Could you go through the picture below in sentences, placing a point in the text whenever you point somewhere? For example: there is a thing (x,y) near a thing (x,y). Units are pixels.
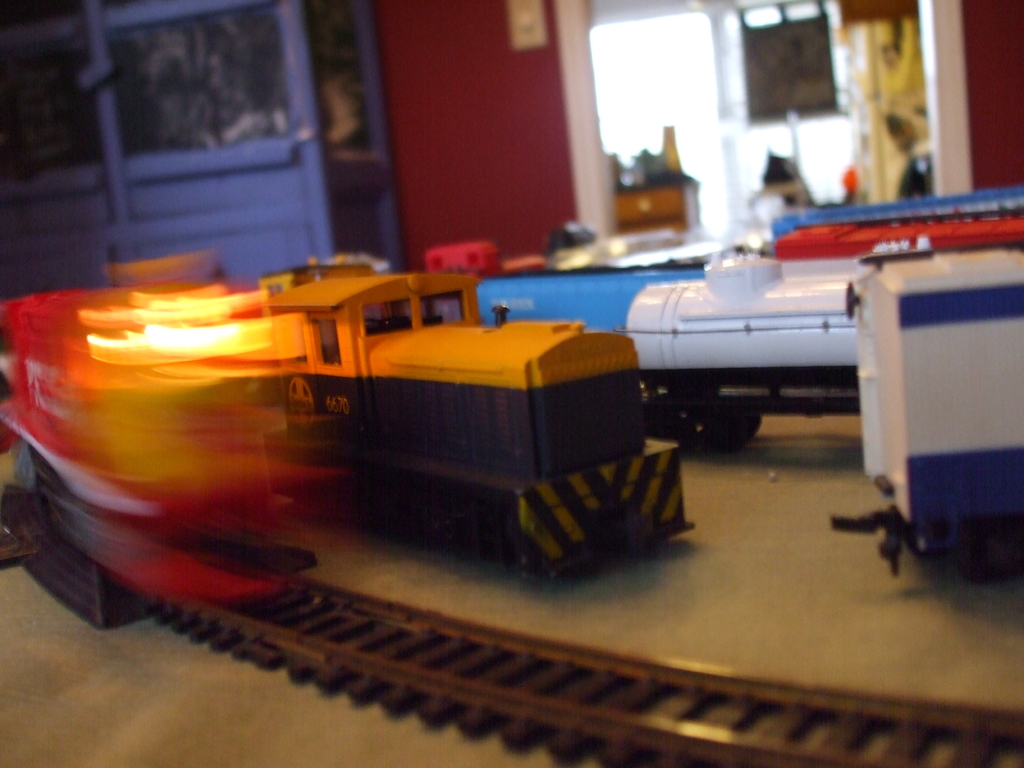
In the center of the image (586,363) we can see toy train (867,429) and railway track (544,728) placed on the table (665,568). In the background (417,87) we can see cupboards (194,155), door (194,171), window (682,52), curtain (822,81) and wall (482,113).
